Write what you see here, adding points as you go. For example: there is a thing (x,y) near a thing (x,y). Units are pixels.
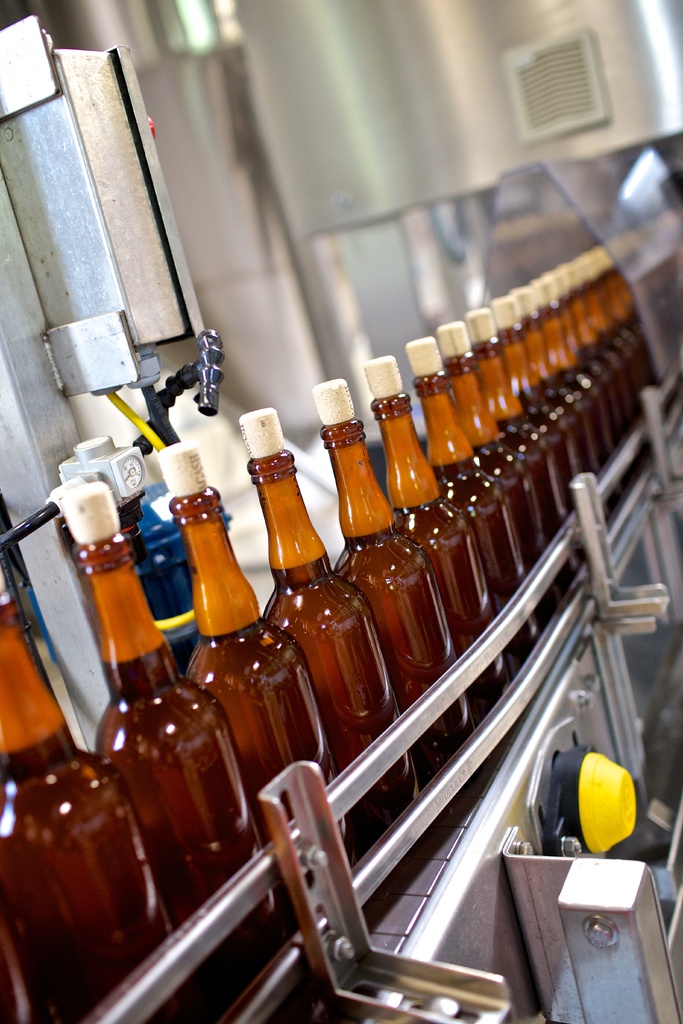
In this image there are few bottles (158,1017) have cork (80,508) on it. At the left side (20,457) there is a metal (18,35). These bottles (136,736) are on the machine (621,789).
